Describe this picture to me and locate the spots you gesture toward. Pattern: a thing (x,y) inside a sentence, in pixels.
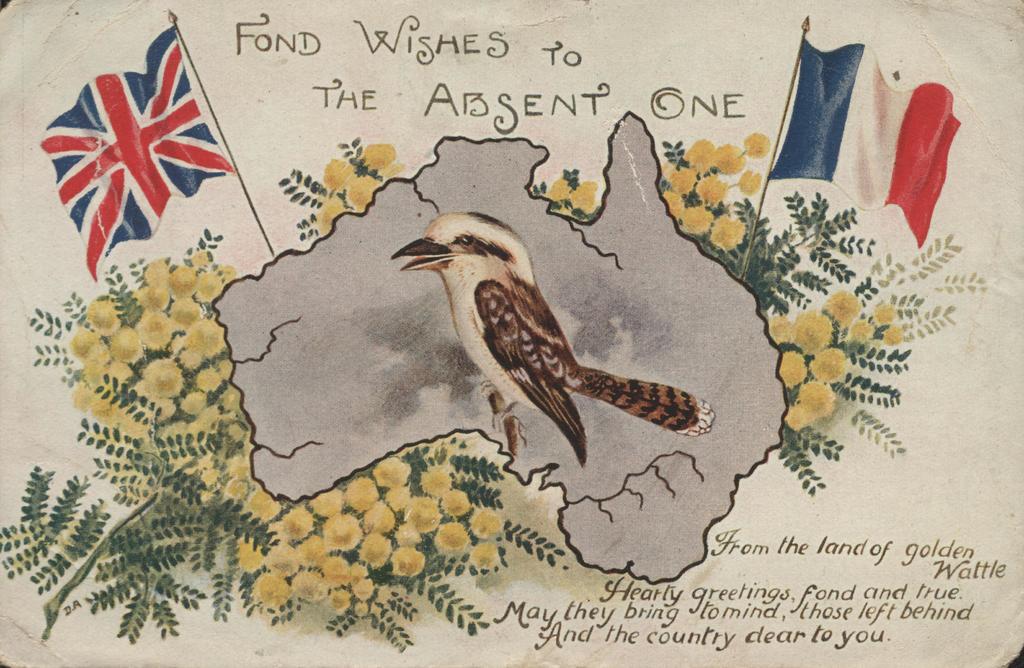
In this picture we can see art (611,316) of a bird (547,415), flags (183,146) and flowers (456,496), and also we can see some text (775,552).
